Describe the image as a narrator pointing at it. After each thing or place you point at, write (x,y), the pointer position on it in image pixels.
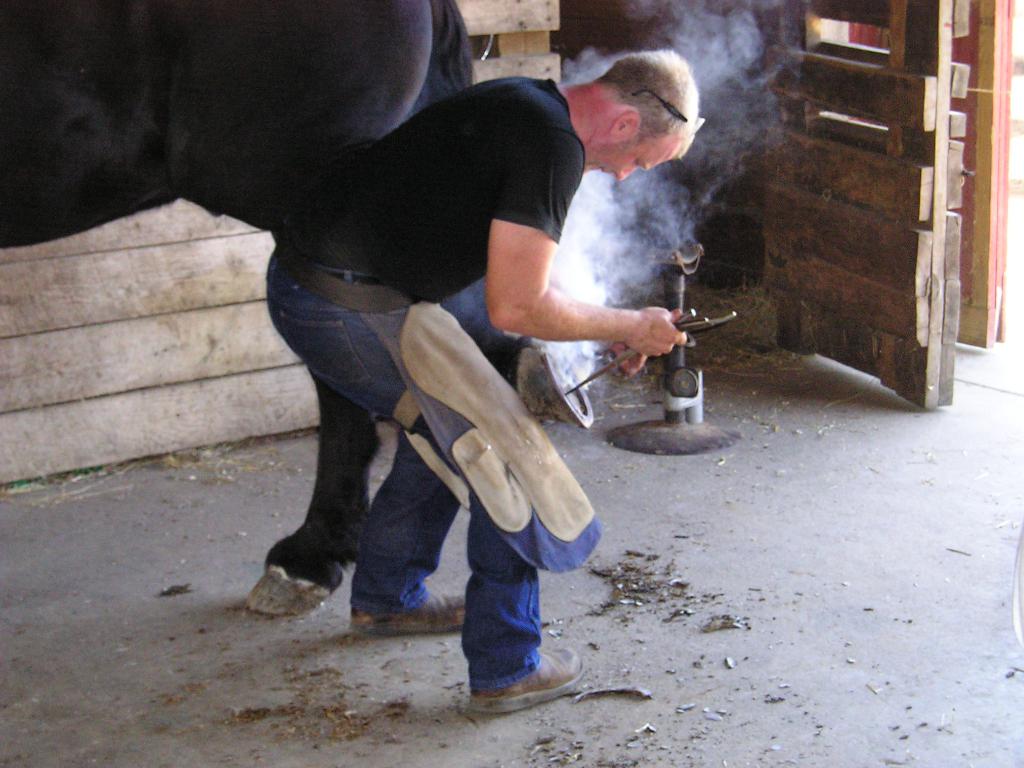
This is the man (451,473) standing and holding an object (599,378) in his hand (640,335). This looks like an animal (286,111), which is black in color. I can see a wooden door (871,208). This man (550,205) wore a black T-shirt (380,230), trouser (382,360) and shoes (562,679).
